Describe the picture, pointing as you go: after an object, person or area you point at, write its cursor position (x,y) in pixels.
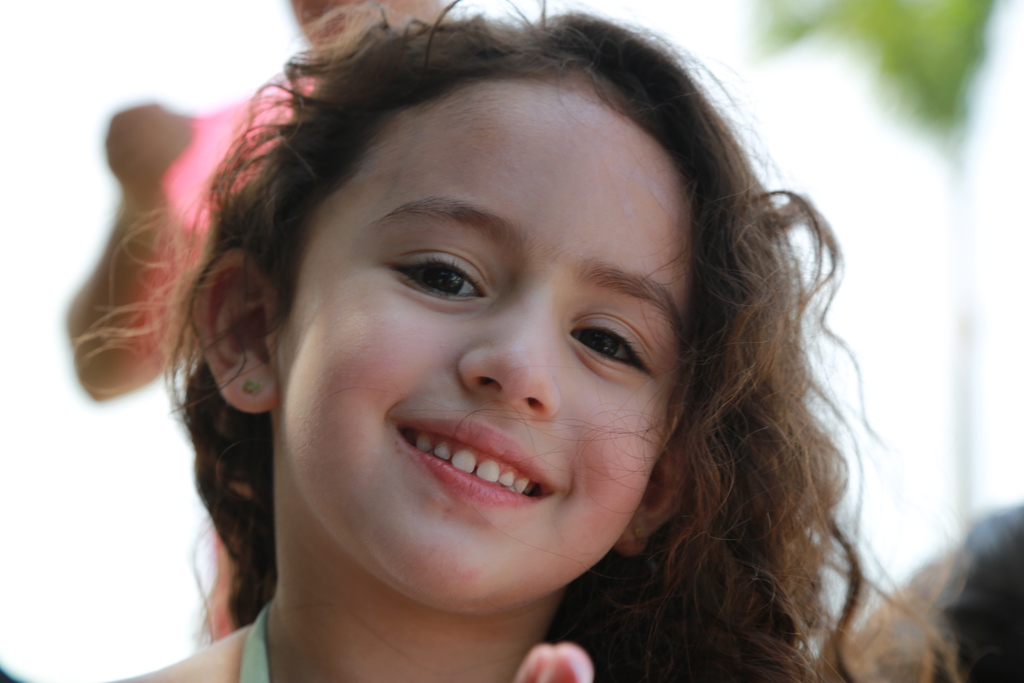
In this picture we can see a girl (458,227) and in the background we can see a person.
